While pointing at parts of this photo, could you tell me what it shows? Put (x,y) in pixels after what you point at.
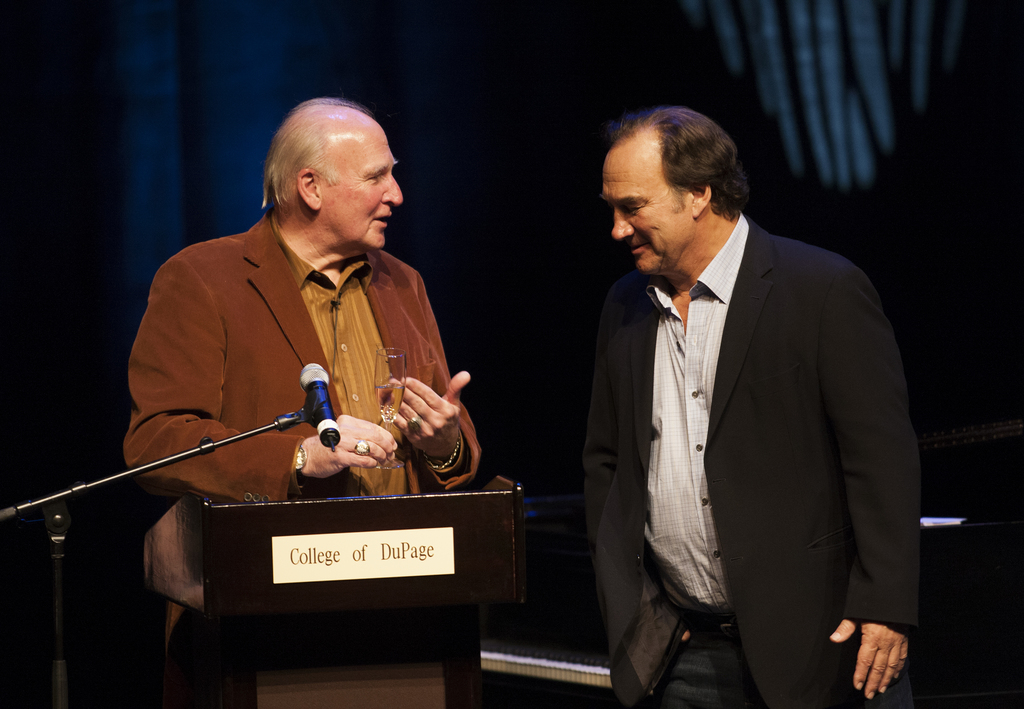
In this image we can see two persons (374,332) standing near the podium (339,569), a person (325,293) holding a glass (379,380) with drink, there is a mic (56,640) beside the podium (339,594) and there is a dark background (529,418).
